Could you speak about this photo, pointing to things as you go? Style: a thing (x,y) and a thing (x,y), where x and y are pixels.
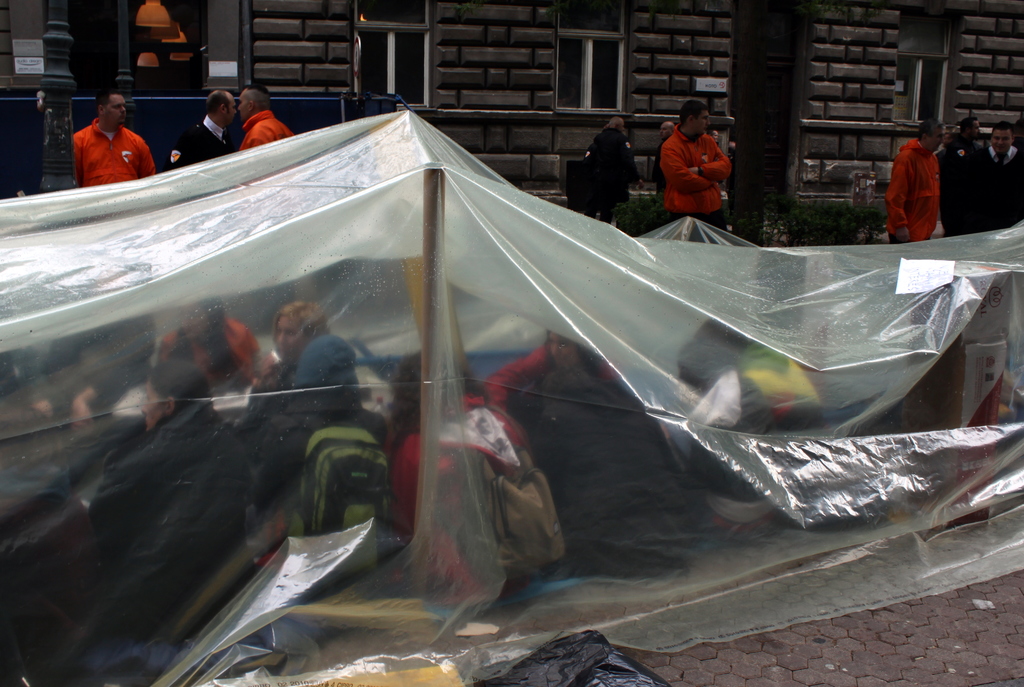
In this image we can see a few people (669,470), some of them are sitting under the cover (474,395), few people (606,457) are wearing backpacks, there are windows (557,50), also we can see a pole (59,41), and the wall (232,19).
